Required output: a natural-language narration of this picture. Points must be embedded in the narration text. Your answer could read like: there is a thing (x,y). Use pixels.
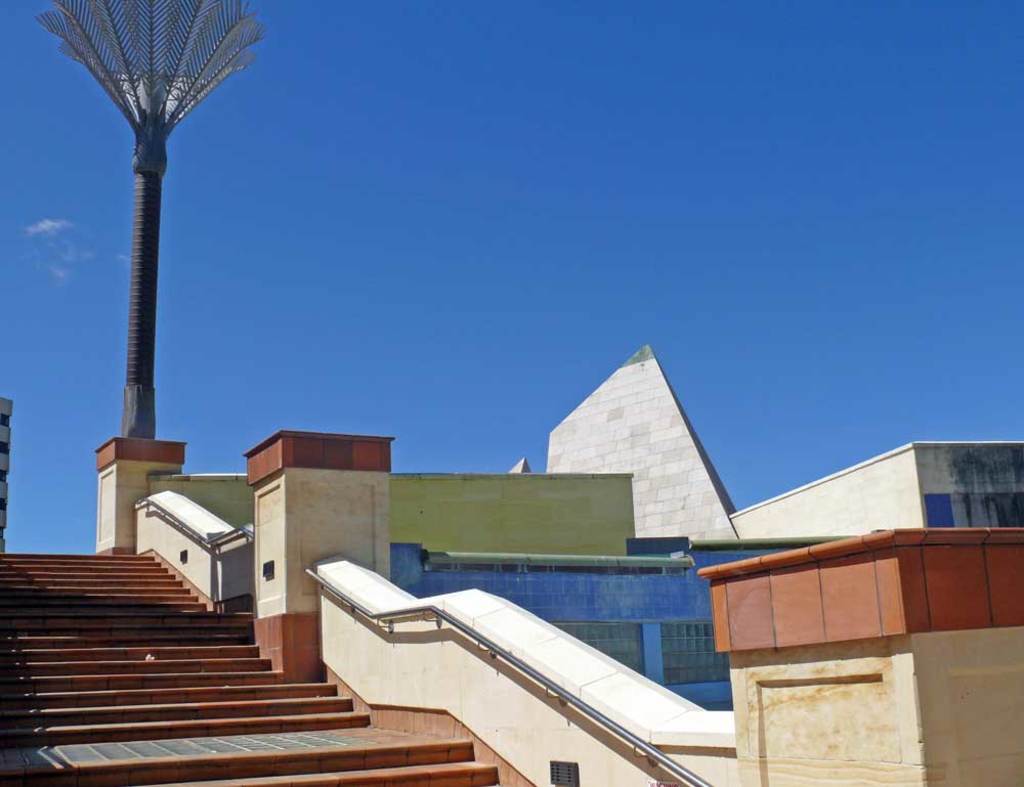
In this image we can see the stairs (390,770) and a building (631,561). In the background (385,240), we can see a blue sky (402,259) and there is a pole (137,275) on the left side of this image (155,245).
